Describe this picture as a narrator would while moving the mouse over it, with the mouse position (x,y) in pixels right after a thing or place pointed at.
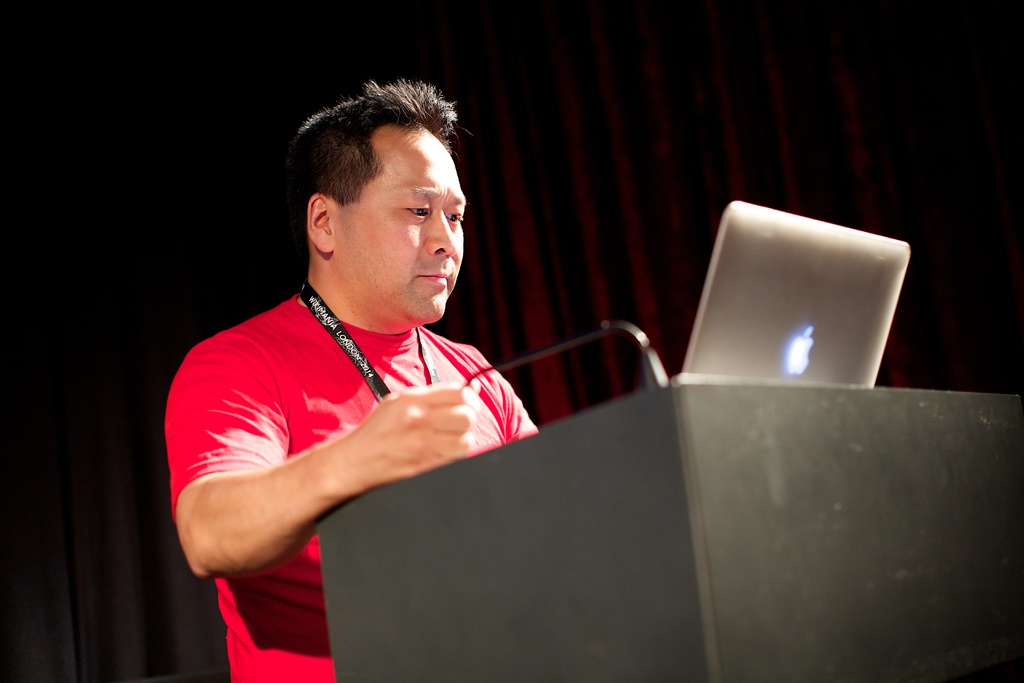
In this image there is a man (291,445) standing, he is wearing a T-shirt (440,348), there is a podium (633,575) towards the bottom of the image (685,581), there is a laptop (769,332) on the podium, there is a stand (645,343), at the background of the image (569,335) there is a red color curtain (774,120).
